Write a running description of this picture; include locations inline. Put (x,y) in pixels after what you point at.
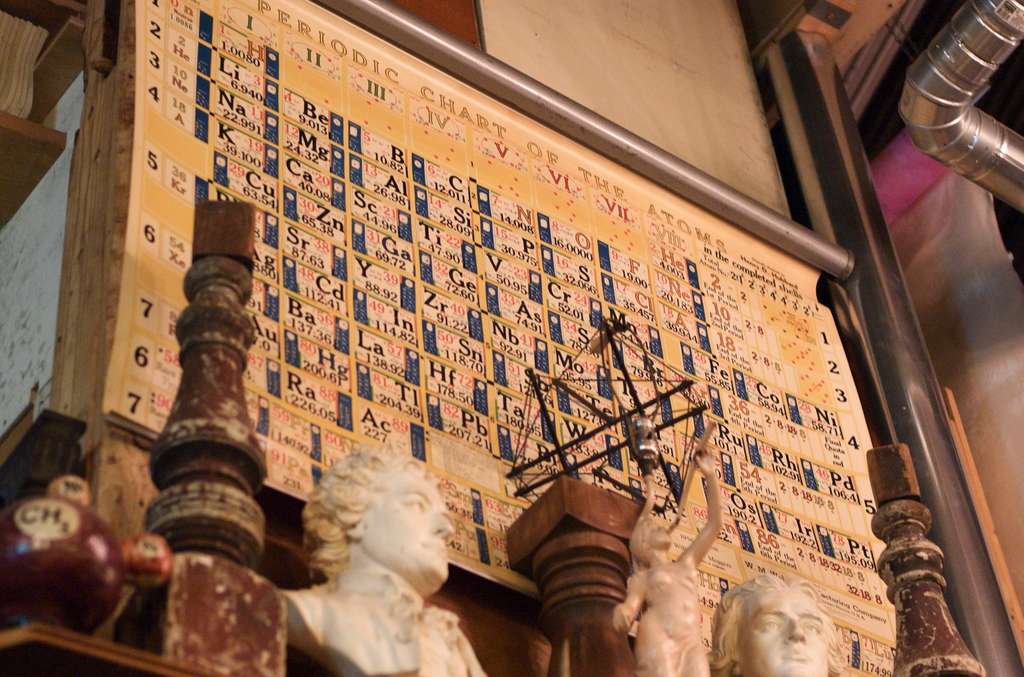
In this image we can see a chart (630,228) to the wall (46,364), there are few statues (688,619) and few other objects (201,667) in front of the chart (871,593) and there are iron pipes (992,124).
